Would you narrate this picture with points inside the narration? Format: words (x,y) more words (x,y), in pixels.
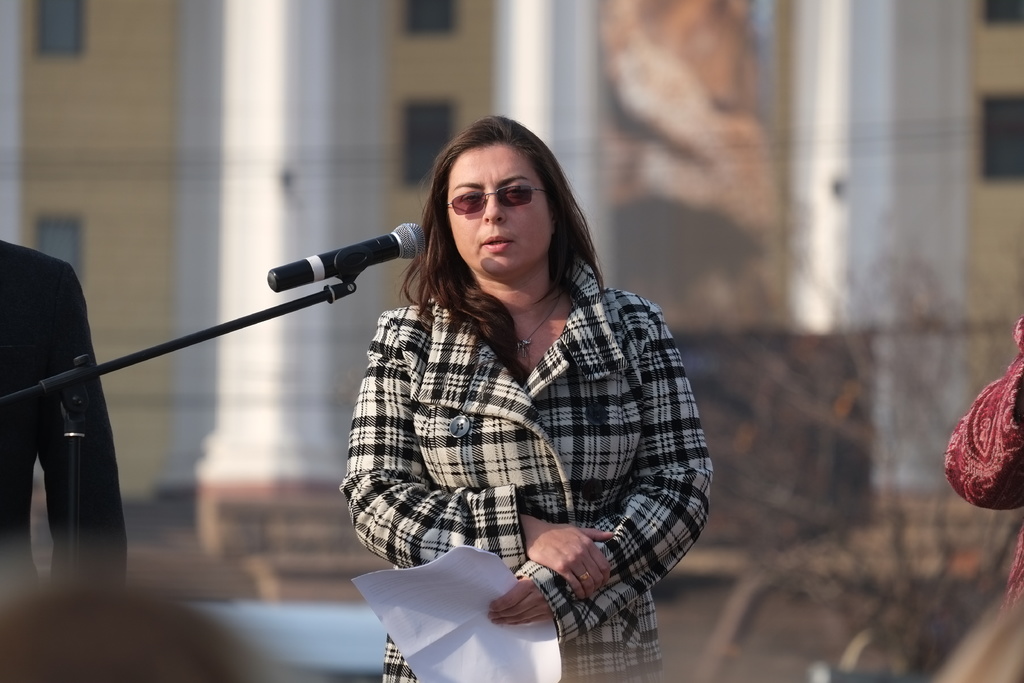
In this image I can see a person (433,296) standing in front of the microphone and the person (496,611) is wearing white and black color coat (517,565) and holding few papers (485,595). I can also see two persons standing left and right, background (118,57) I can see few buildings (300,143) in white and cream color.
